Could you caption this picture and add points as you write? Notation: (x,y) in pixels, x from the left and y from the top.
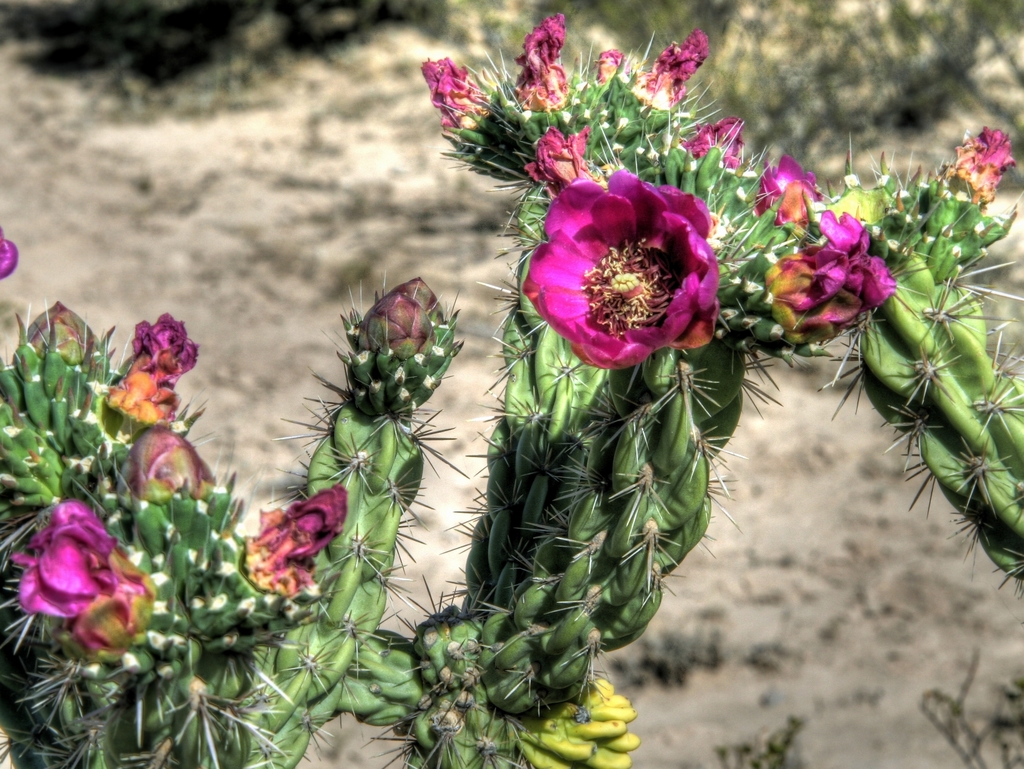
In this image, I can see the cactus plants (478,570) with flowers (80,612). There is a blurred background (242,205).
